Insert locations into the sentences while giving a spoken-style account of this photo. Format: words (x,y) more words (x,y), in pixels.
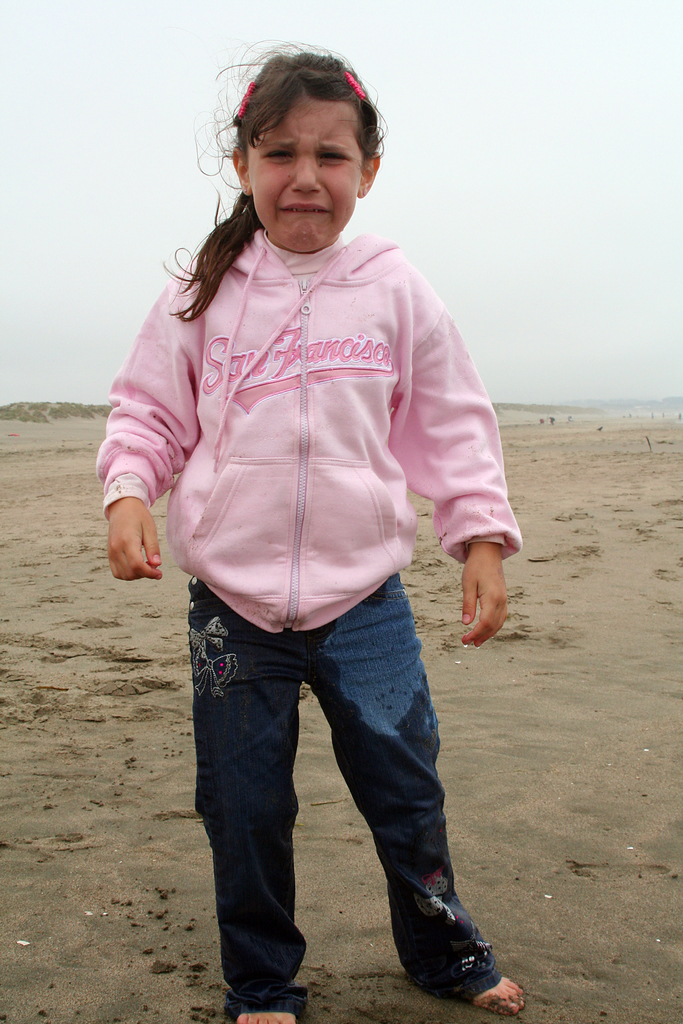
In this image there is a girl (330,333) who is crying. There is sand (344,812). The sky (17,319) is hazy.
